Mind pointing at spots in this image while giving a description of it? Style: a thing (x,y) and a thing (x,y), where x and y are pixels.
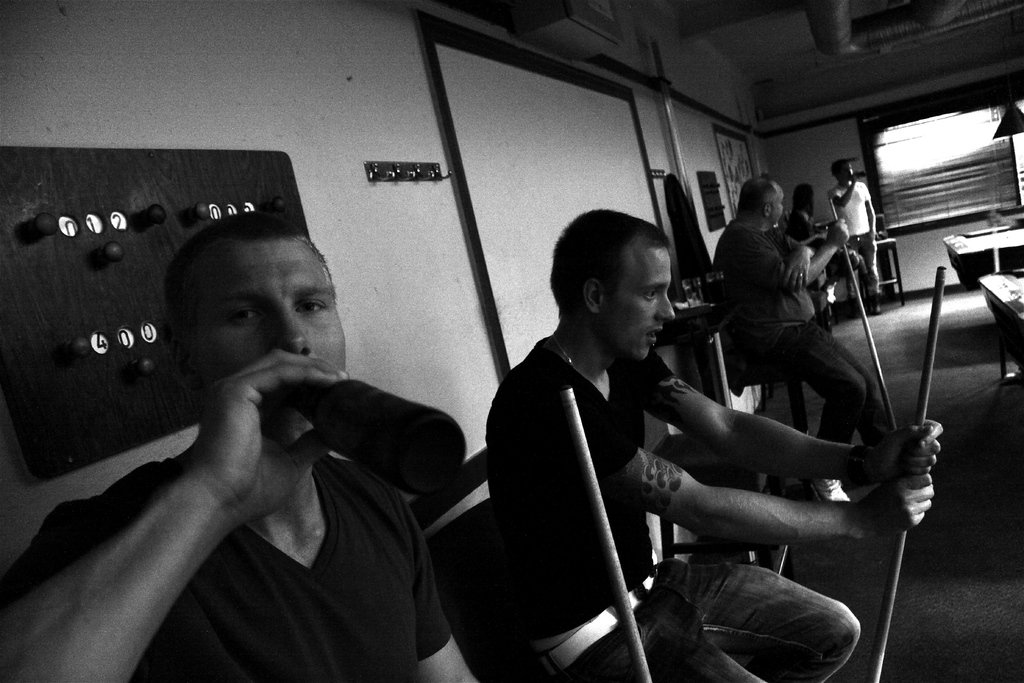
To the bottom left of the image (177,594) there is a man (167,519) holding the bottle (358,428) in his hand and drinking. Beside him there is a man (563,559) with black t-shirt (574,544) is sitting and holding the stick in his hand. Behind them there is a wall (387,205) with board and hanger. Also there are screen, frame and some other items (716,226) on it. In the background (791,232) there are few people (773,231). To the right corner of the image (961,163) there is a window (935,160) and to the top of the image (937,22) to the right side (937,22) there are tubes (912,23).
